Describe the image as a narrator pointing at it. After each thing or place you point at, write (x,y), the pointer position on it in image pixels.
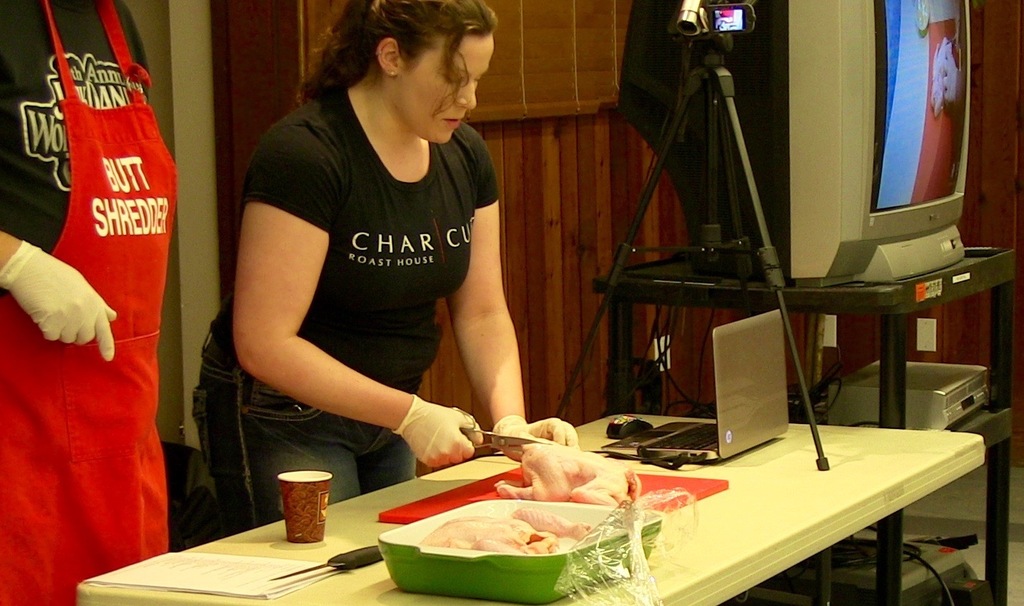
This woman (364,244) wore black t-shirt (364,317) and holding a knife (466,434). On this table (335,598) there is a container (542,582) with chicken (533,536), laptop (741,361), cup (313,519) and papers (228,585). On this table (815,291) there is a television (856,122) and device (951,406). This is a camera (695,26) with stand (797,365). Beside this woman (324,170) another person (143,281) is standing and wore a red apron (126,217).
